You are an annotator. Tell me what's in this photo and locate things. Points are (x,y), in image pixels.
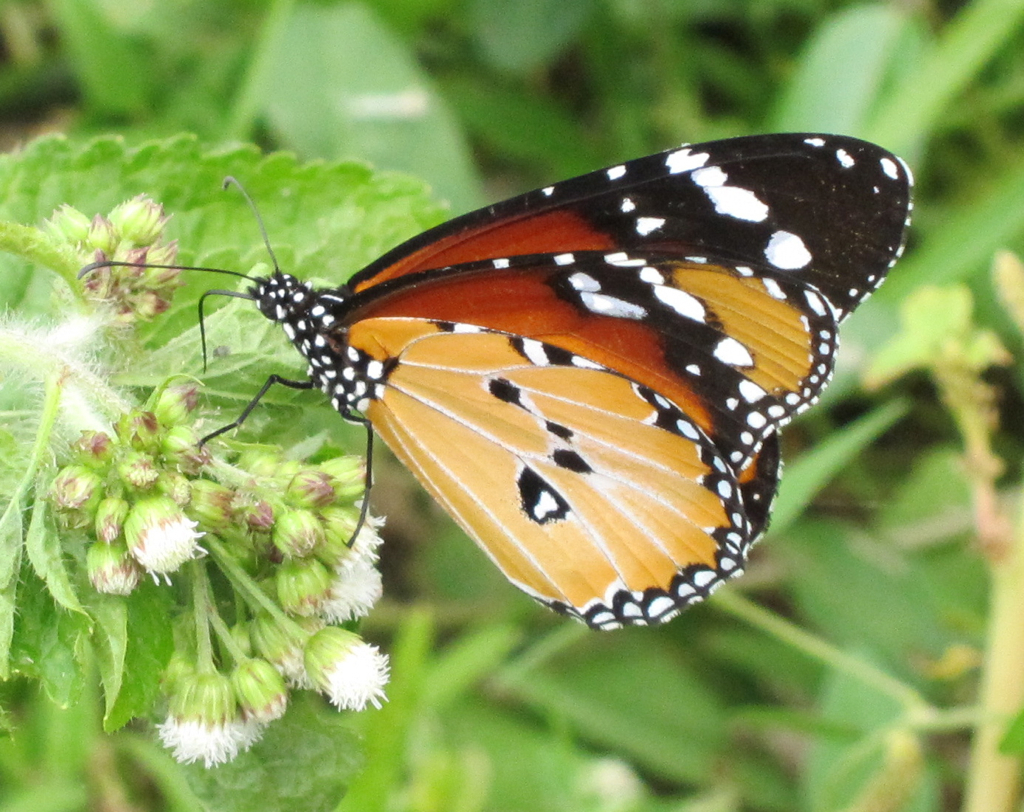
In this image we can see many plants (701,651). There are many flowers (274,636) and buds (259,636) to a plant (302,714). A butterfly (595,395) sitting on a plant (228,647) in the image.
